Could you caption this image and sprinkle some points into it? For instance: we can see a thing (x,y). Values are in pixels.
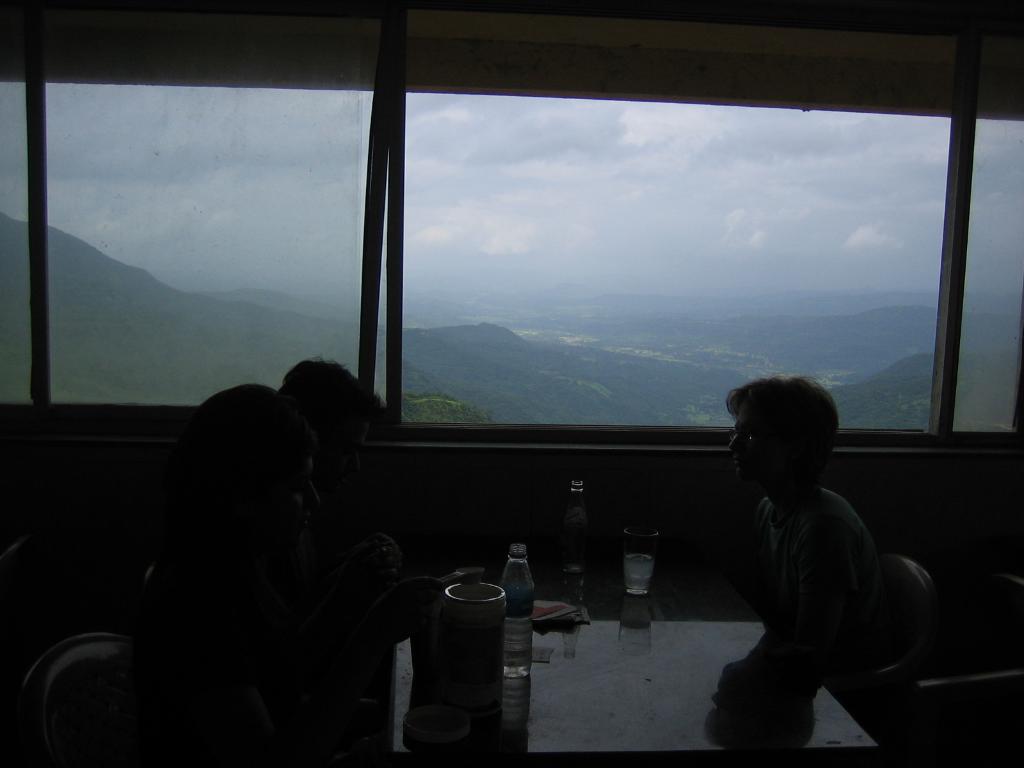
In this image we can see persons (761,489) sitting at the table (588,634). On the table (601,628) we can see glass (643,527) and bottles (516,593). In the background (495,382) we can see windows (370,382), hills (308,324), sky (463,209) and clouds (685,184).
